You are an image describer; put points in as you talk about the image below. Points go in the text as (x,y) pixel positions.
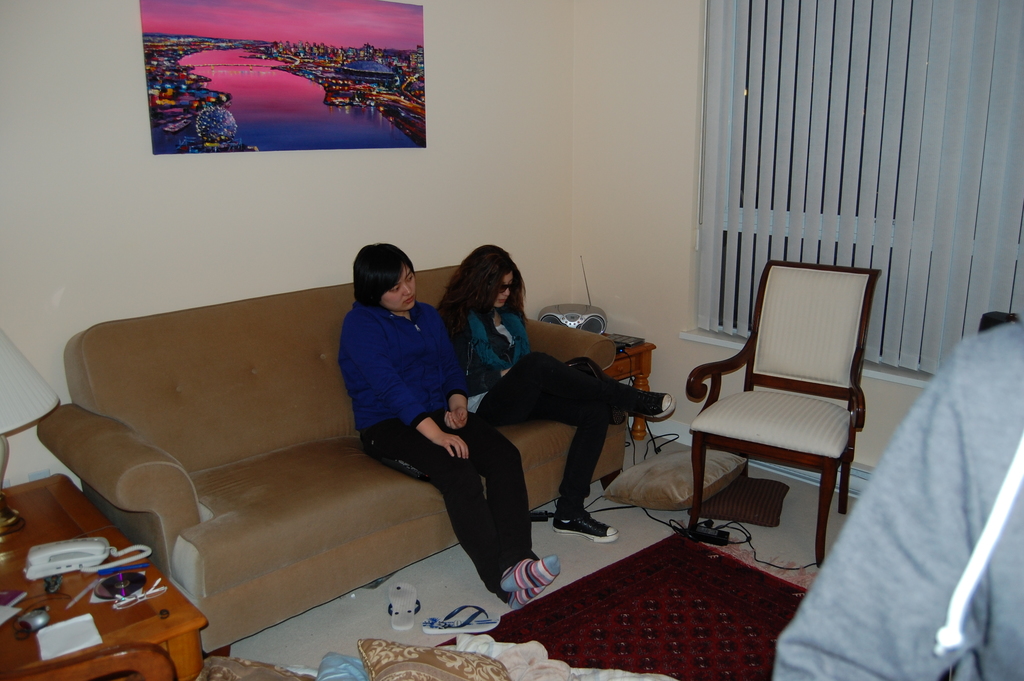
Two women (490,337) are sitting on a sofa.
